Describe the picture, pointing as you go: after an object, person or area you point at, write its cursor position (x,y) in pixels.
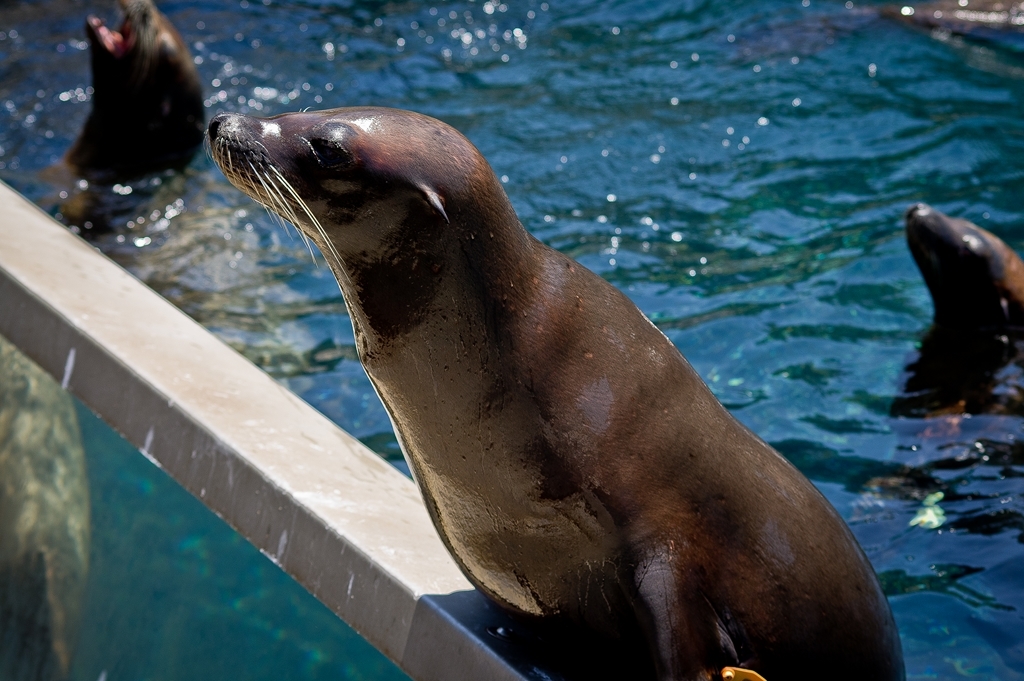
In this image, I can see a sea lion (592,556) on a metal rod (450,560) and there are two other sea lions (190,112) in the water (526,177).
